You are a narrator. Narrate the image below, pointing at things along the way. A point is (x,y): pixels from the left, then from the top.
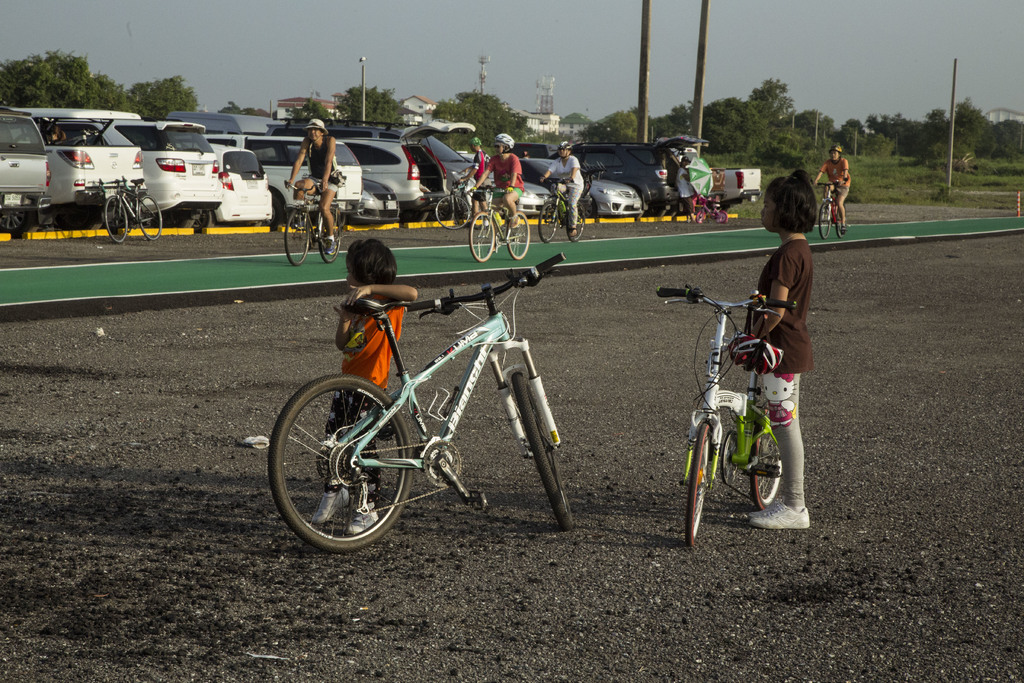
In front of the picture, we see two girls (776,408) are standing beside the bicycles (695,542). At the bottom (595,577), we see the road (579,590). Behind them, we see four men (584,181) are riding the four bicycles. Beside them, we see two bicycles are parked. Beside that, we see many cars (279,157) are parked. The man (690,187) in white T-shirt (683,167) is holding a green color umbrella (701,164) in his hands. There are poles (644,130), trees (636,113), street lights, tower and buildings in the background (333,110). At the top (566,75), we see the sky (621,77).
